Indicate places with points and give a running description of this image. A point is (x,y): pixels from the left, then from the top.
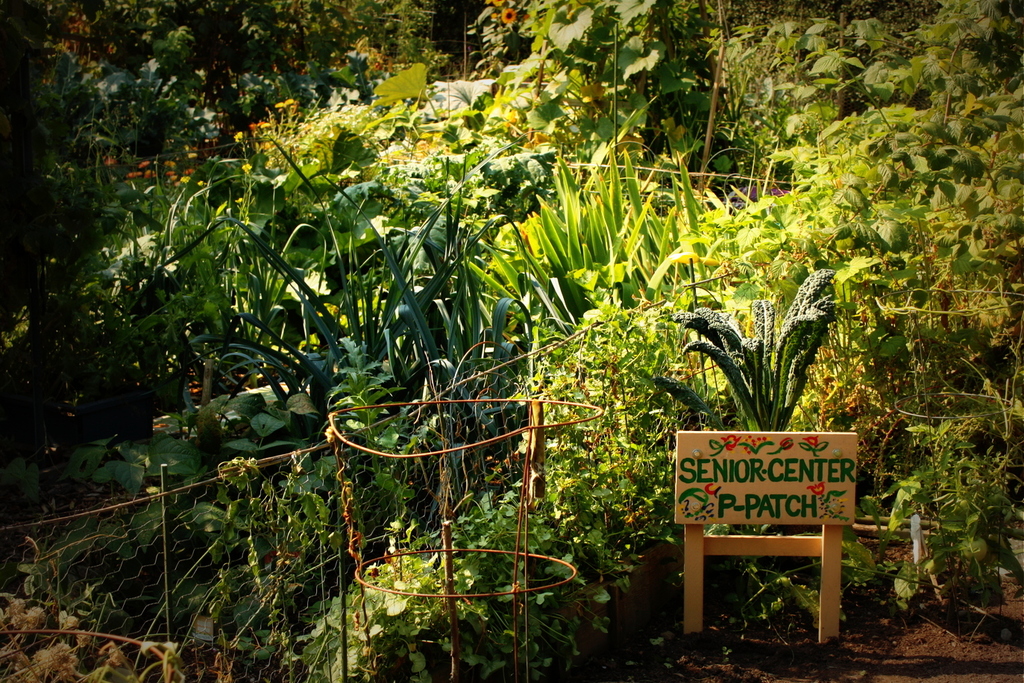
In this image we can see a group of plants (458,285) and a metal fence (285,498). On the right side (785,553) we can see a board (815,439) with some text (768,516) on it.
